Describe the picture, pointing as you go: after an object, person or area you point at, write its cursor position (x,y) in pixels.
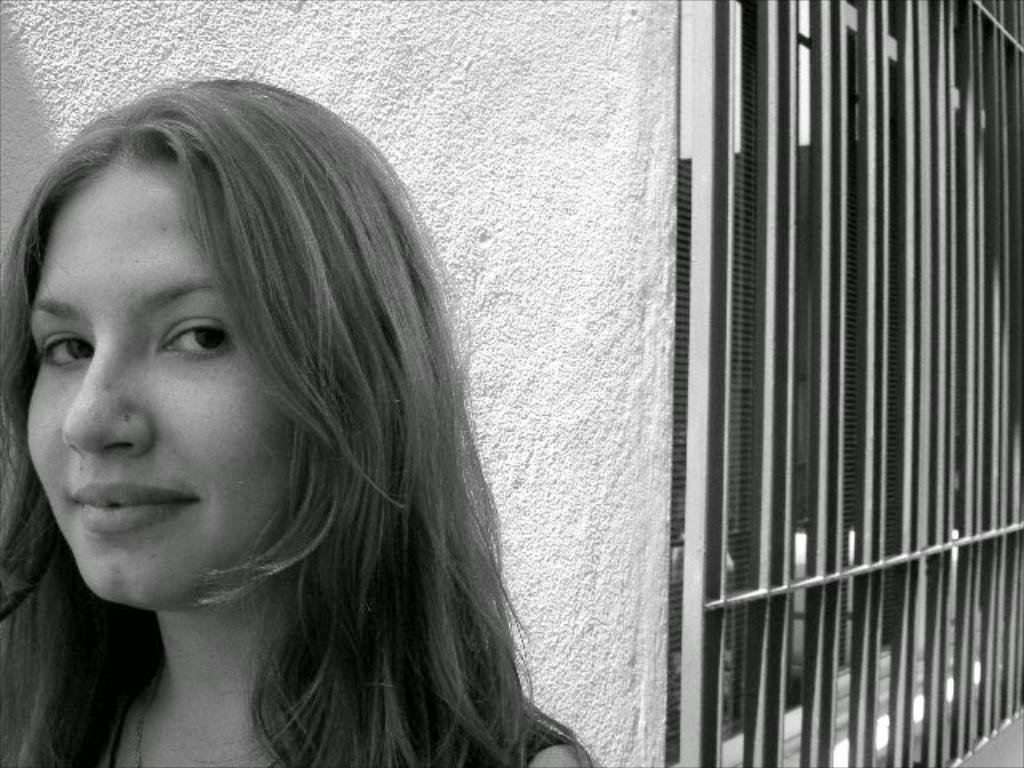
In this picture we can see woman (83,520) smiling and standing at a wall (498,138) with some grills (1004,243) in the background (884,480).
